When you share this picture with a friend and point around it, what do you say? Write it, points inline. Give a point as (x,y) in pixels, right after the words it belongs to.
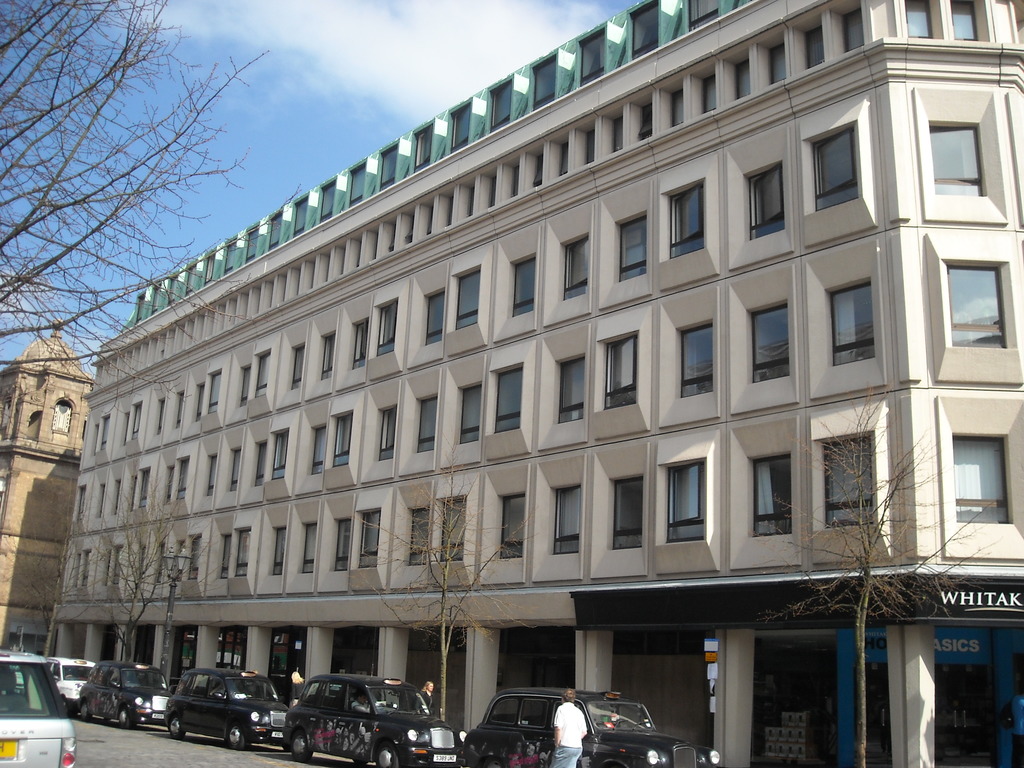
In this image we can see group of cars (197,719) parked on the road (107,753). One person (361,692) is sitting in a car (363,722). Group of people (574,746) are walking on the road (168,746). In the background (852,747), we can see group of trees (891,597), buildings (418,315) and the sky (260,101).
